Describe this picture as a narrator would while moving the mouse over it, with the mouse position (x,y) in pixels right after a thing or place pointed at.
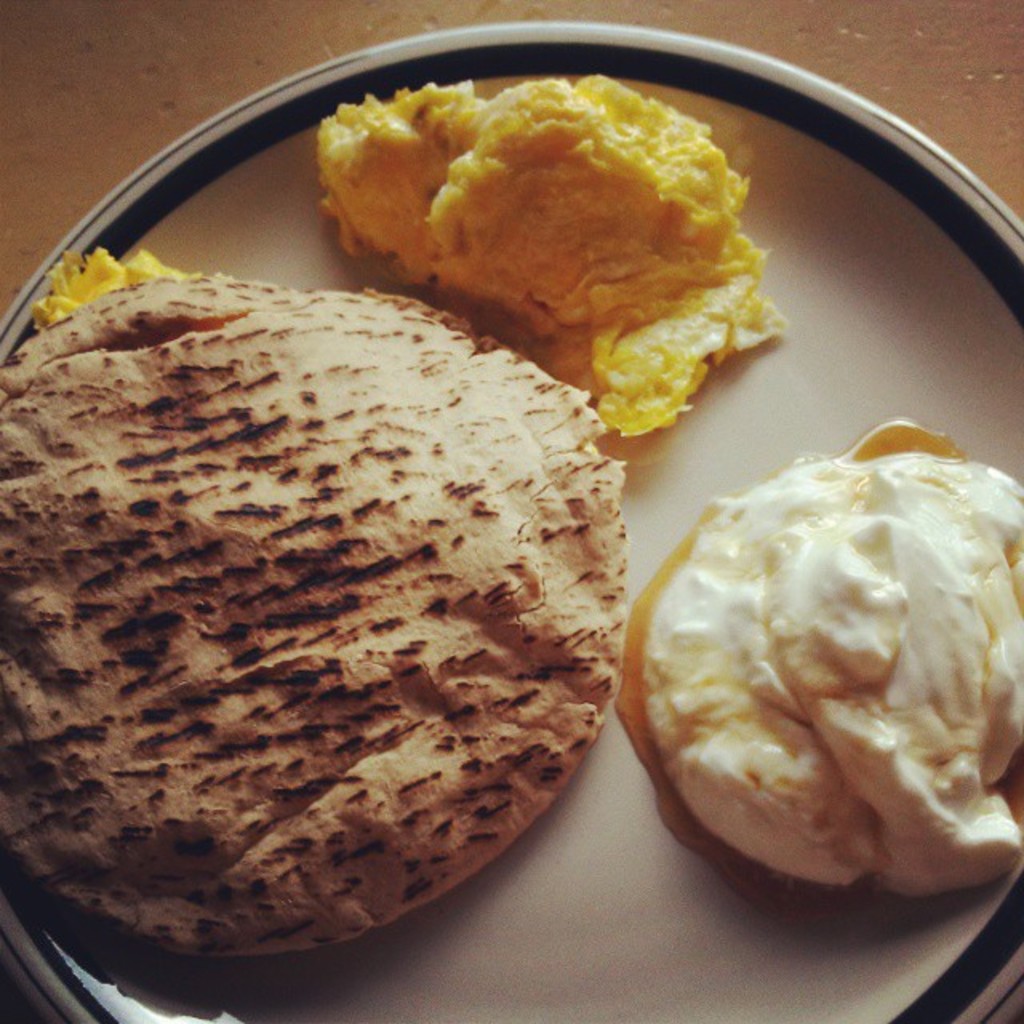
This image consists of food (506,213) kept in a plate (475,942). At the top (113,82), there is a table (129,50).
